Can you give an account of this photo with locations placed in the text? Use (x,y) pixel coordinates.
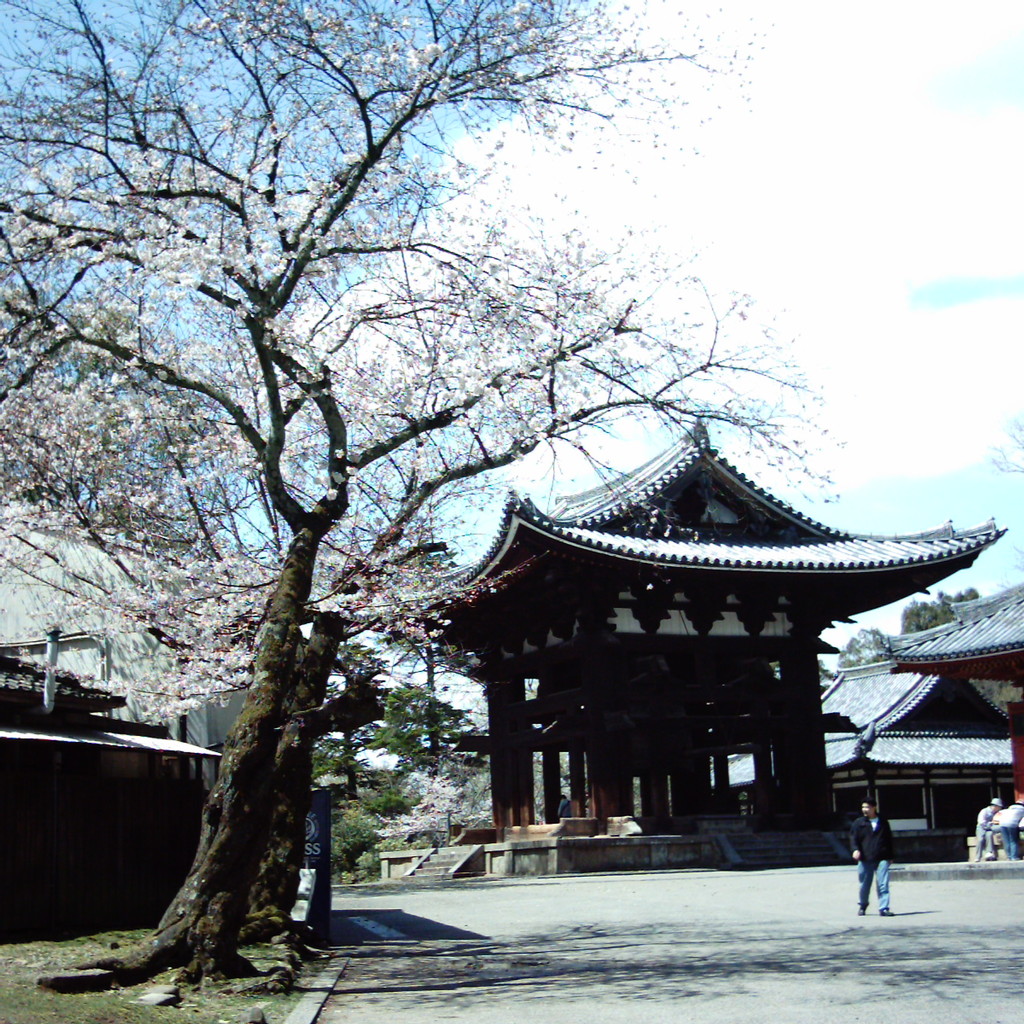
In this image we can see a few buildings (523,673) and there are few people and among them one person (884,905) walking on the road (860,989). There are some trees (266,458) with flowers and in the background (678,153), we can see the sky (293,167) with clouds (940,166).
